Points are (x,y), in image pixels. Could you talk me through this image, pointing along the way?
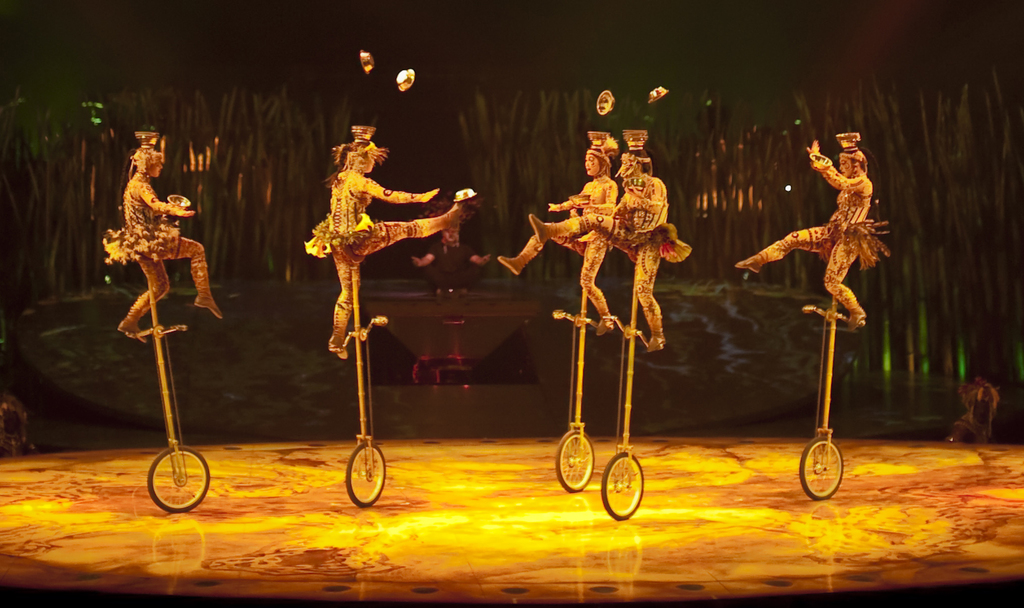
In this image I can see people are on unicycles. These people (532,249) are wearing costumes (553,238) and holding some objects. I can also see some objects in the air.
